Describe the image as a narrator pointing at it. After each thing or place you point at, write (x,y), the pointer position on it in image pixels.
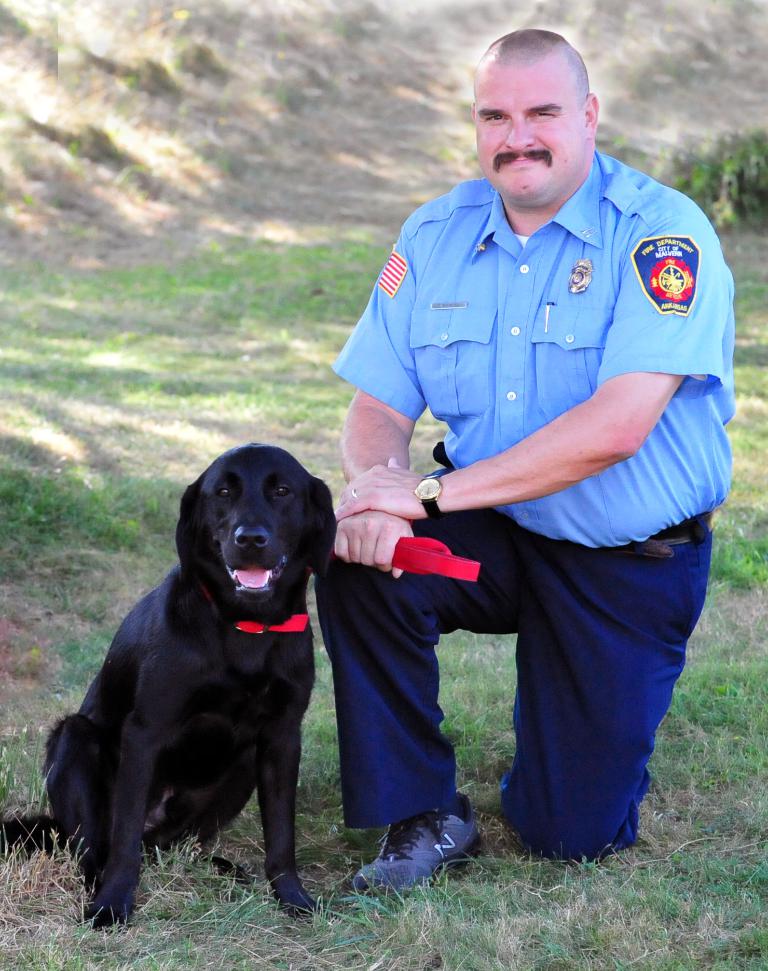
The person (567,377) wearing the blue shirt (553,369) is crouched and holding a red belt (417,557) in his right hand (383,547) which is attached to a black dog (272,619) beside him and the ground (476,883) is greenery (465,904).
